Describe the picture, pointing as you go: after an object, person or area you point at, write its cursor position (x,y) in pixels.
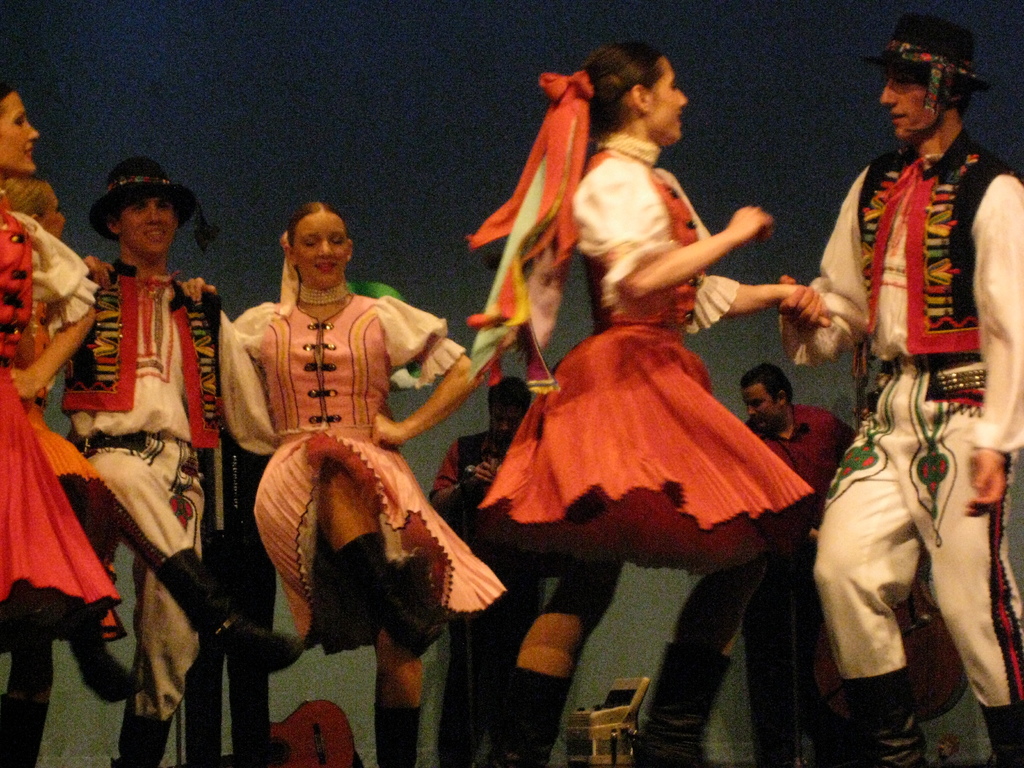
There are few men (186,325) and women (531,323) dancing. Men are wearing hats (153,167). In the back (420,140) there is a wall (420,140). Also there are two persons (803,543) standing. There is a guitar (314,738) and some other thing (586,732) in the background (585,747).
